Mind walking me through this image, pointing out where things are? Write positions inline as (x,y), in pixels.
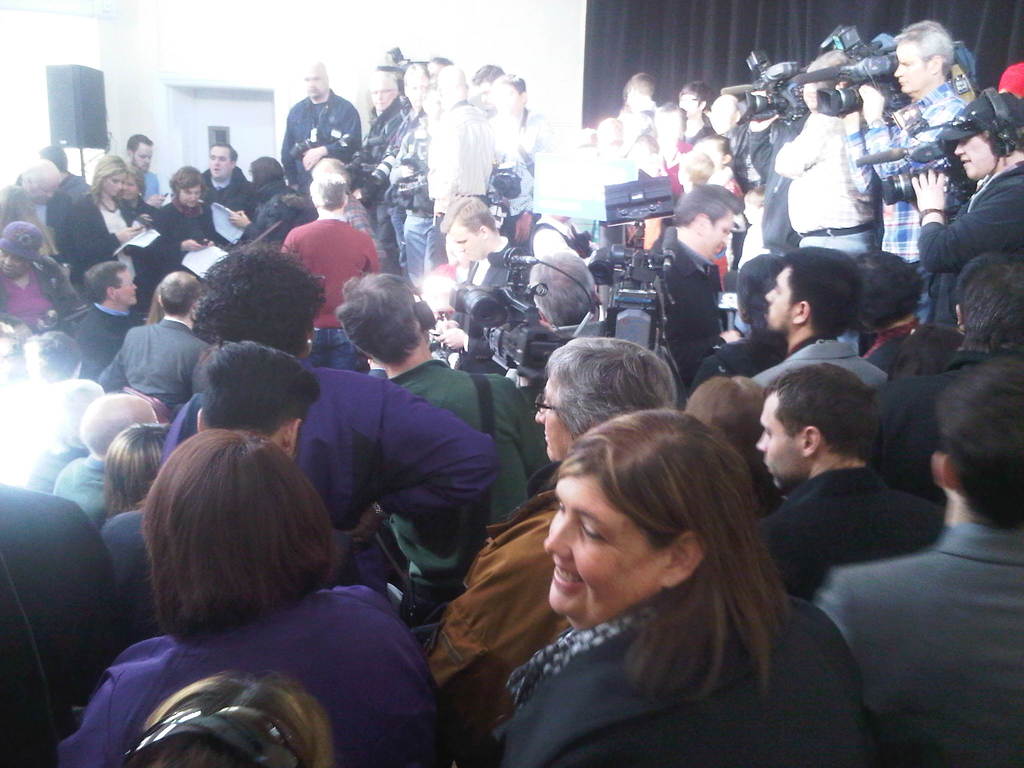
In this picture we can see many people (470,615) standing in a place. In the center (508,285) we can see many media persons (965,119) recording the event using video cameras (860,70) and microphones (942,146).
